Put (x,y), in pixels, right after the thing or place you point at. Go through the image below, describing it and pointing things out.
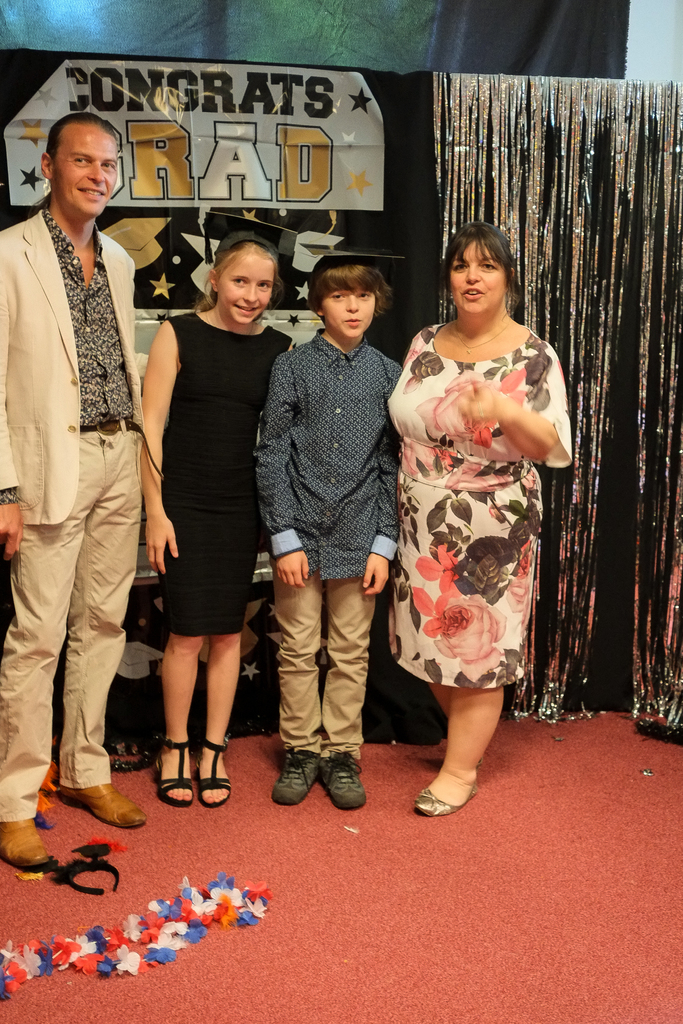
In this image there are some persons (247,545) standing in middle of this image (313,485) and there is a curtain (322,54) in the background (359,86) and there is some text (233,171) written on it as we can see at top of this image (329,168) and there are some flowers (154,907) kept at bottom of this image (180,897).
